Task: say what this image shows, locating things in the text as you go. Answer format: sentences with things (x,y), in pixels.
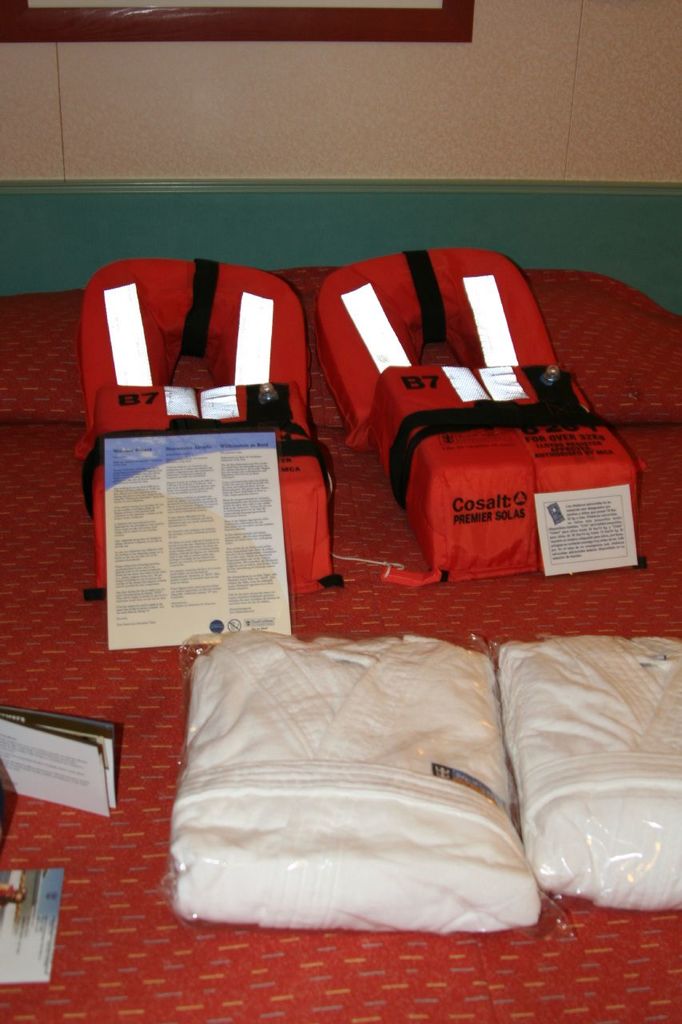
The picture is taken in a room (462,159). In this picture there is a bed (45,428), on the bed (18,633) there are life jackets (428,537), clothes (327,684), pamphlets (149,590) and other objects (563,534). At the top (410,31) there is a frame (243,8) attached to the wall (457,109).
